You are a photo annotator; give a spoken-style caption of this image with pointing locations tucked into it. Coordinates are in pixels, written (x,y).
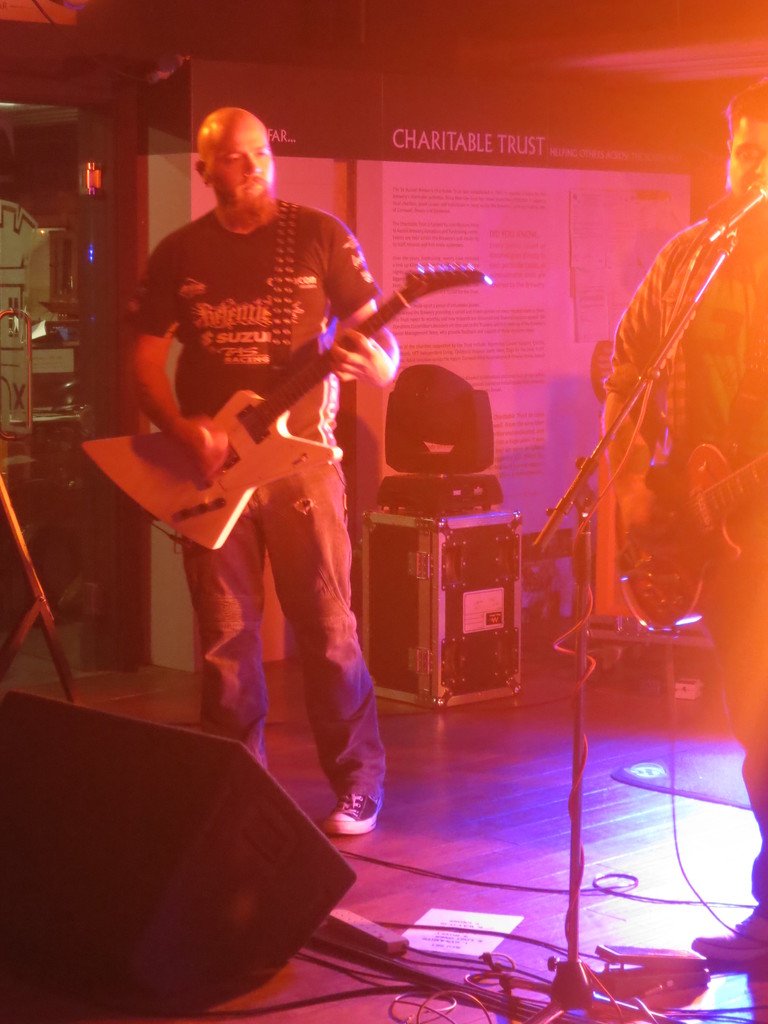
A man (213,339) is holding a guitar (263,427) and playing. There is a mic stand (561,980) on the right side (678,339). Another person (738,466) is holding a guitar (694,523). There are wires (447,983) and extension board (401,941) on the floor (527,952). In the background (533,211) there is a banner (533,211). There is a door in the background (9,243).
